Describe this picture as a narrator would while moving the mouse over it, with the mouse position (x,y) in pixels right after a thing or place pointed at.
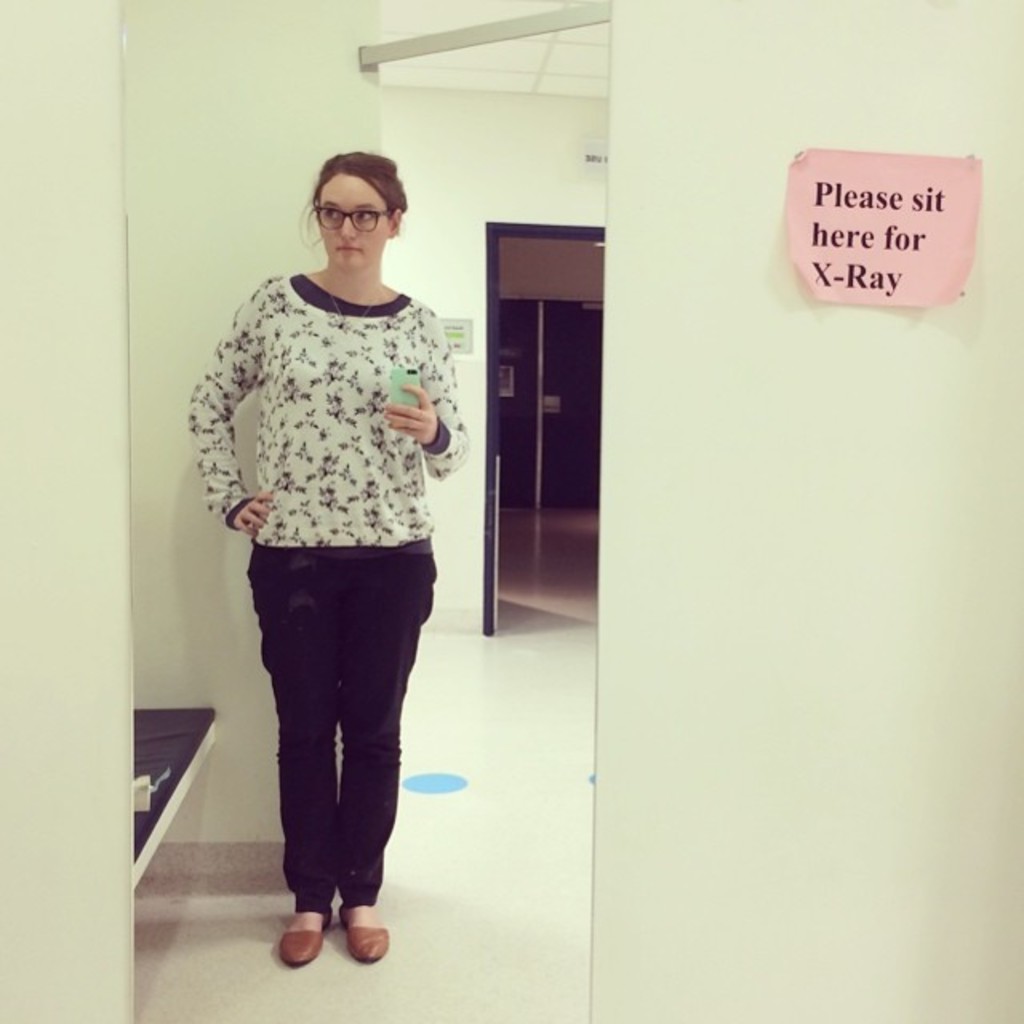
In this image we can see a mirror (566,461) and a paper (864,236) to the wall (754,247) and on the mirror (155,347) we can see the reflection (342,426) of a person (338,385) standing and holding a mobile phone (399,395), an object (177,782) beside the person (381,446), there is a door (511,449) and a board (461,346) to the wall (477,349) in the background (449,342).
